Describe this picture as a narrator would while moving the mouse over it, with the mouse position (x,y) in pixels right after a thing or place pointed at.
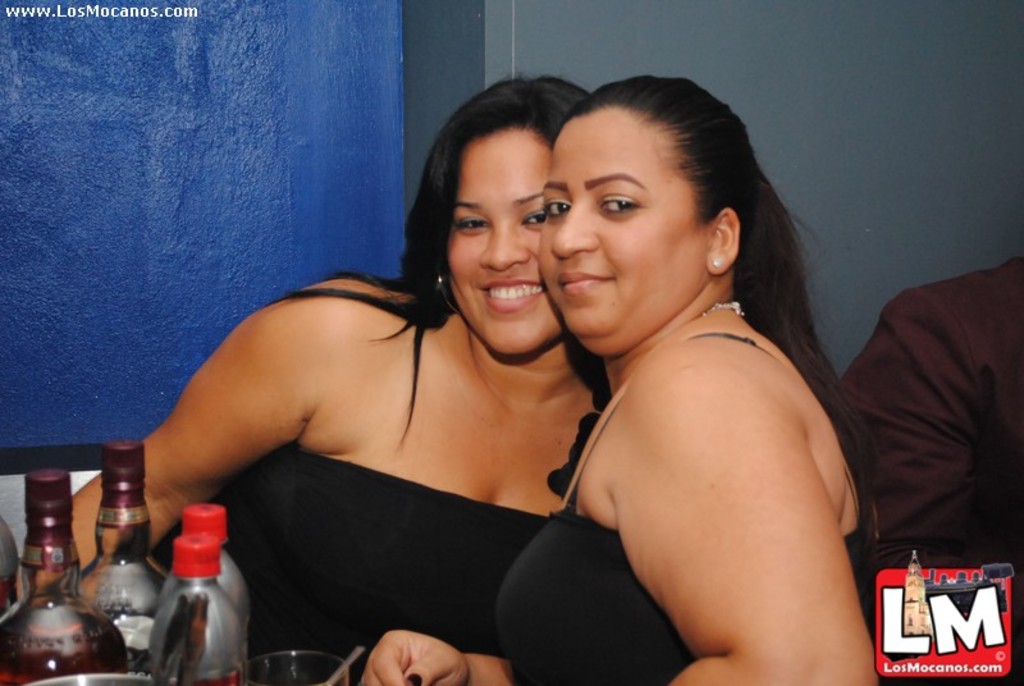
In the center of the picture (534,293) there are two women (545,459). On the left (165,592) there are bottles (101,559). On the right (970,397) there is a logo (964,572) and a person (977,315). In the background (437,54) it is wall (38,205).
